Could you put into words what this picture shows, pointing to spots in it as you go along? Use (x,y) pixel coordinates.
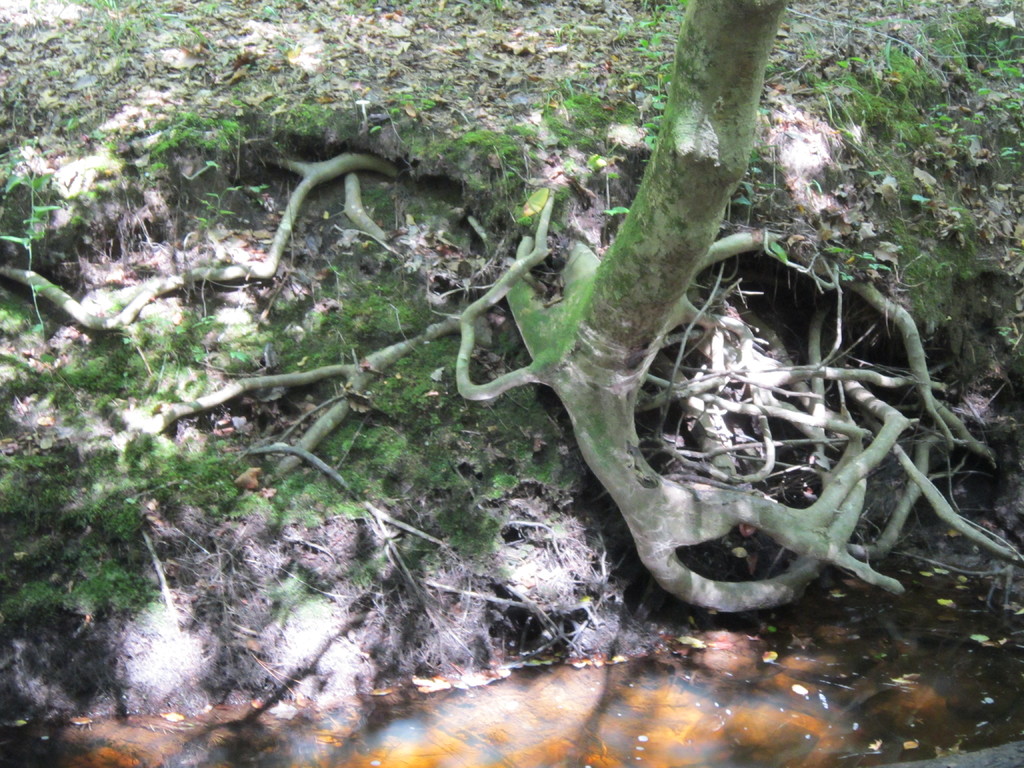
In this picture I can see the tree's roots (914,484) on the ground (358,300). At bottom (500,738) I can see the water (538,735). At the top (673,45) I can see some leaves (213,91) and grass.
